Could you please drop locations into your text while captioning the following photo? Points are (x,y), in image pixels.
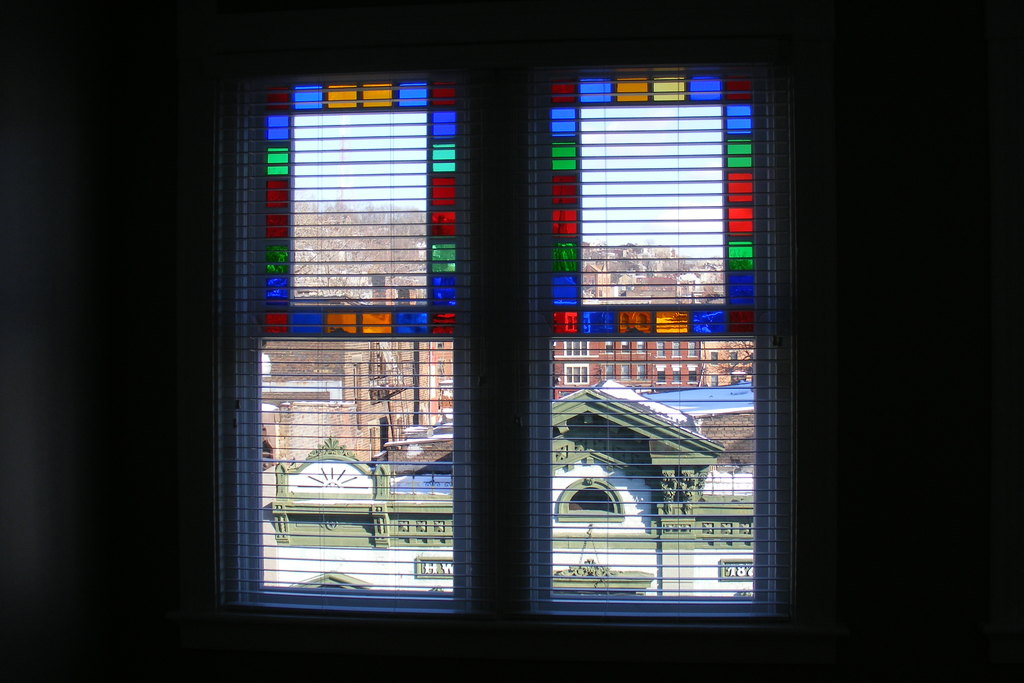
In this picture, we can see the inner view of a dark room (941,232), we can see windows (624,257), and from windows (361,473) we can see a few buildings (403,478) with windows (622,507), the sky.
